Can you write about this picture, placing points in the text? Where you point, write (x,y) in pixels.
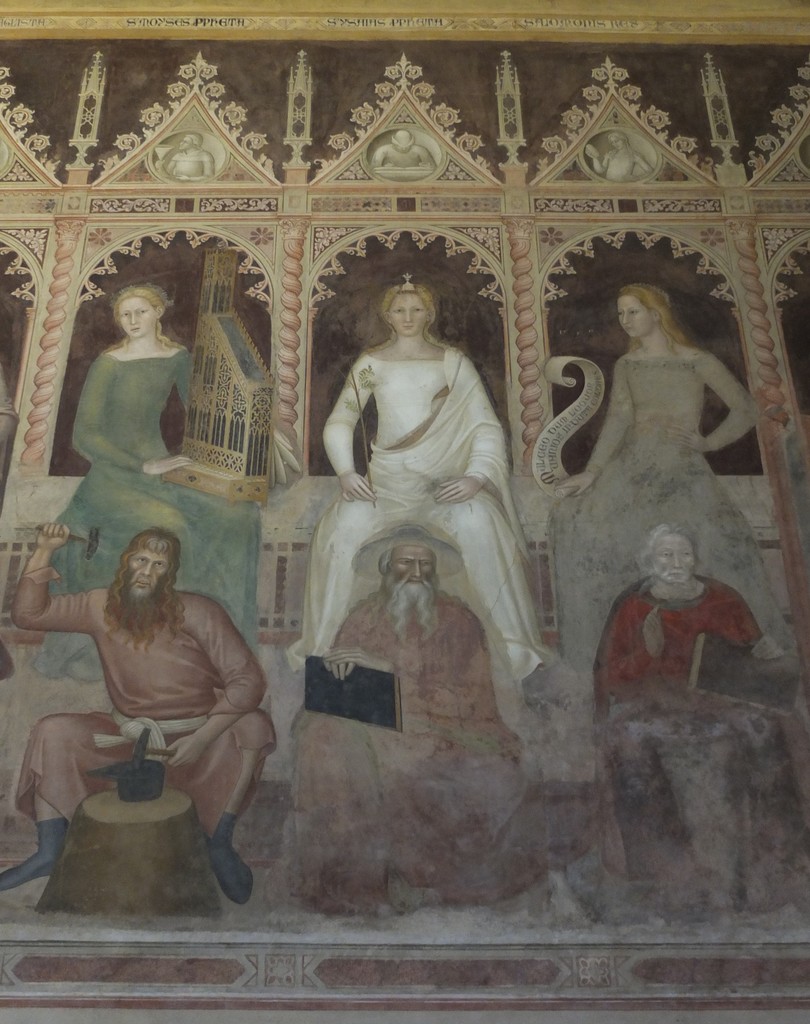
In this image we can see the human paintings (401,565) and also the wall (323,163) with design (454,216).
